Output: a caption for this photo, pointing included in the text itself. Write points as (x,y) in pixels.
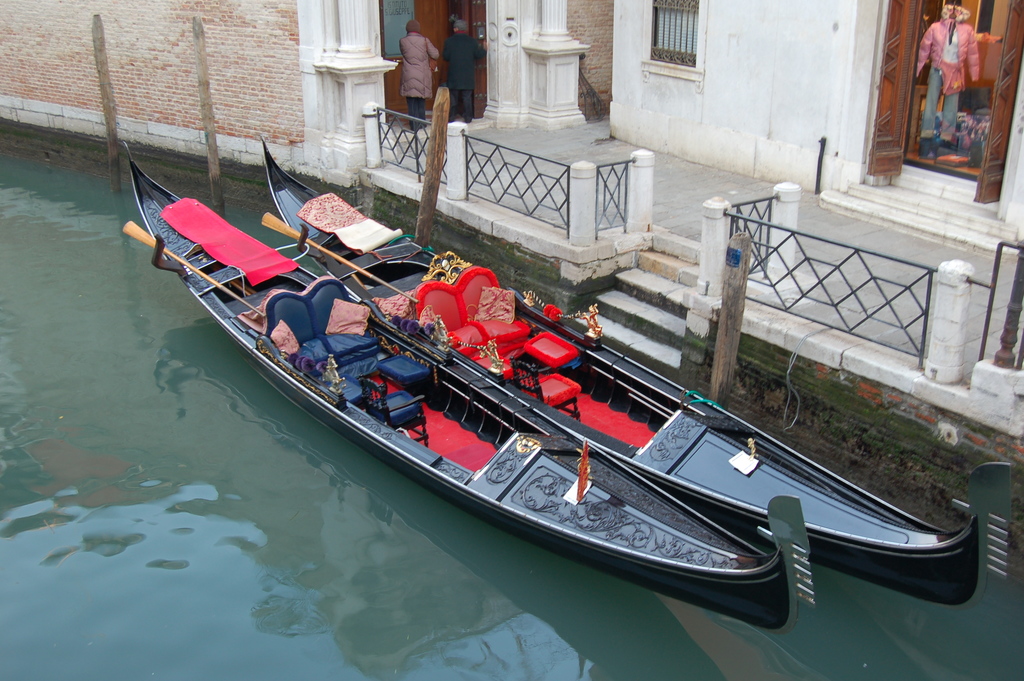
In this image there is an outside view. There are two boats (461,340) in the middle of the image (514,313) floating on the water (278,518). There are two persons (455,68) at the top of the image (421,77) standing and wearing clothes (475,65).
